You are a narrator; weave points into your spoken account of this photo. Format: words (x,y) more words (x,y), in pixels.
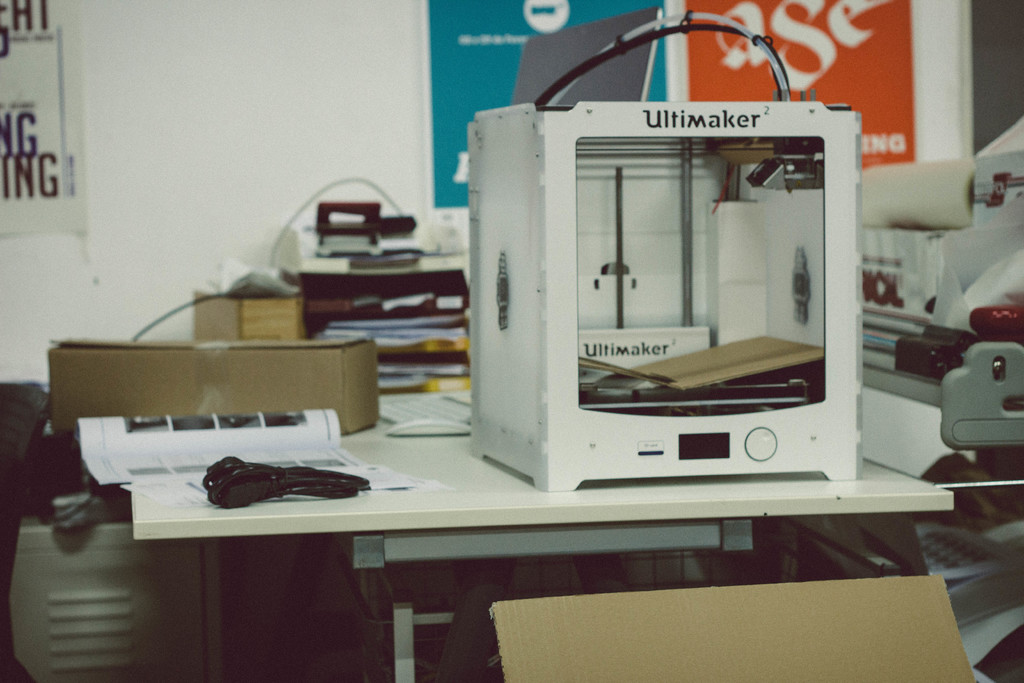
In the picture I can see an object (715,228) placed on a table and there are few papers (422,327), wooden box (214,376) and some other objects (413,427) on it and there are few posters (38,43) attached to the wall (408,39) in the background (428,44) and there are few other objects (63,582) in the left bottom corner (63,582).
